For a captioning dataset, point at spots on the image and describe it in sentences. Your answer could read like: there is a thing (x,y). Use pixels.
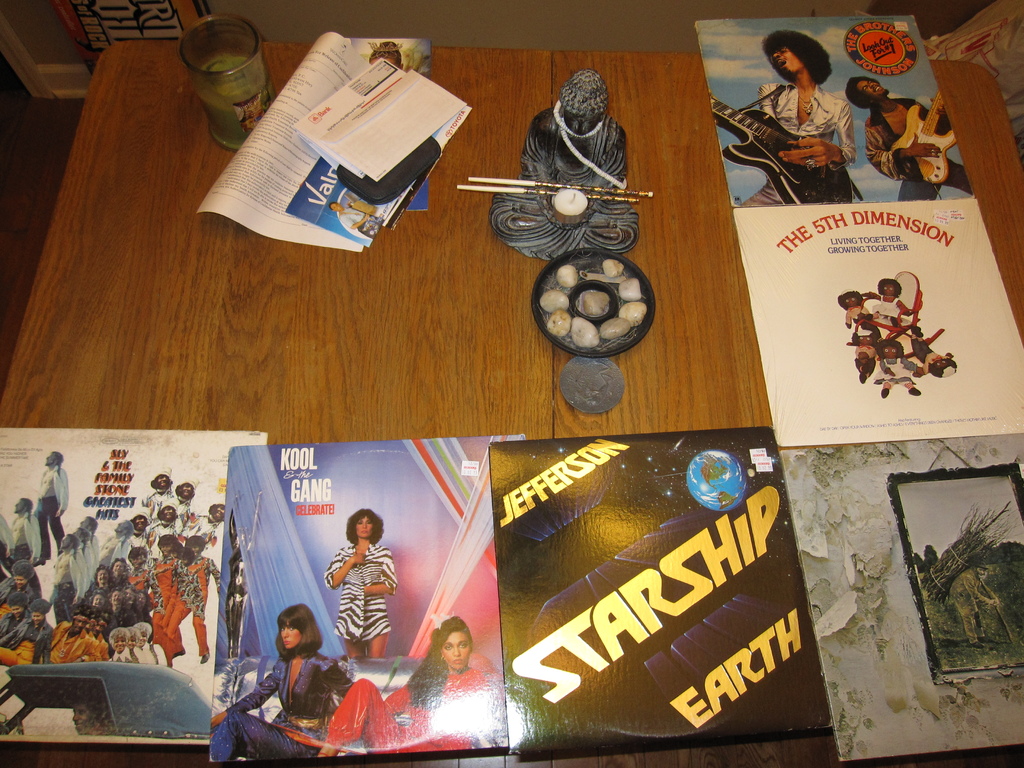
In this image we can see there is a table (411,381). On the table (257,273) there is a book (331,213), papers (431,126), glass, buddha statue (544,144) and there are some record albums (788,560).
